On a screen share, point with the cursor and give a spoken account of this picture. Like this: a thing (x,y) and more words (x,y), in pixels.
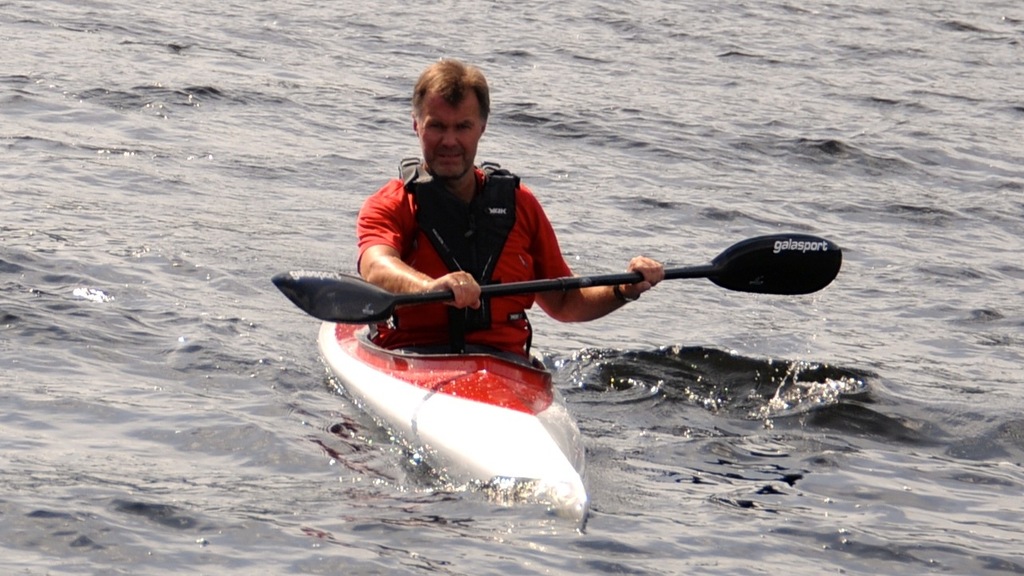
In this picture I can see a man (546,225) holding a paddle (405,297) and sitting on the boat (494,467), which is on the water (376,496).
